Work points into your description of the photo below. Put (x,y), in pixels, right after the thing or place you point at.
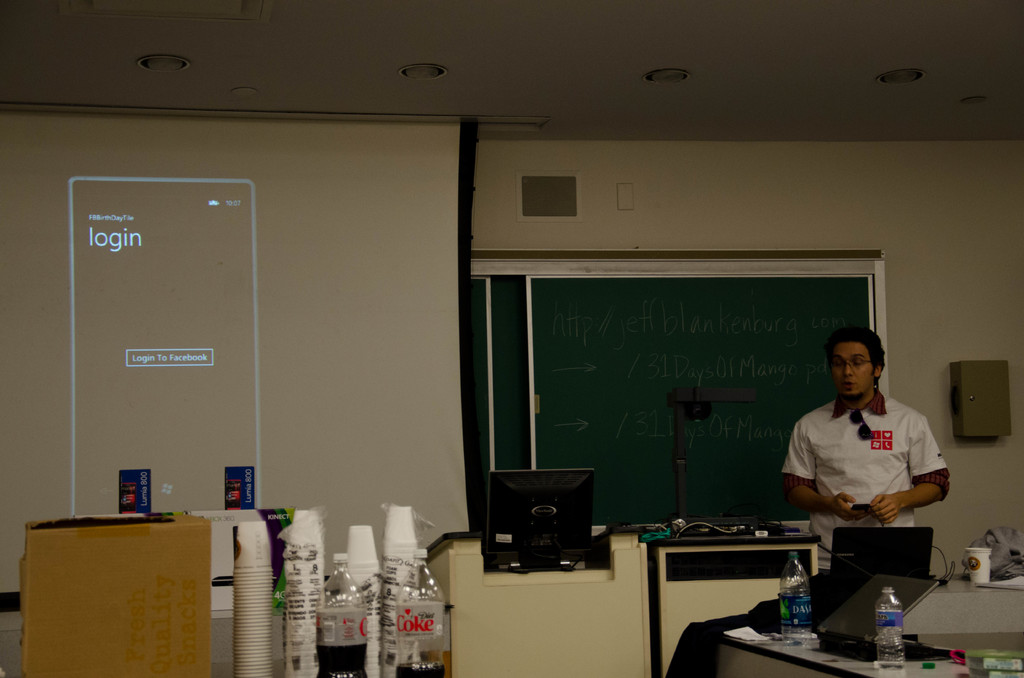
In this image I can see few bottles (327,653) and number of cups (391,563). In the background (882,516) I can see a man (909,524) is standing and here I can see one monitor (493,478) and a projector's screen (352,324). On this table (804,651) I can see few more bottles (792,642) and glass (980,567).
